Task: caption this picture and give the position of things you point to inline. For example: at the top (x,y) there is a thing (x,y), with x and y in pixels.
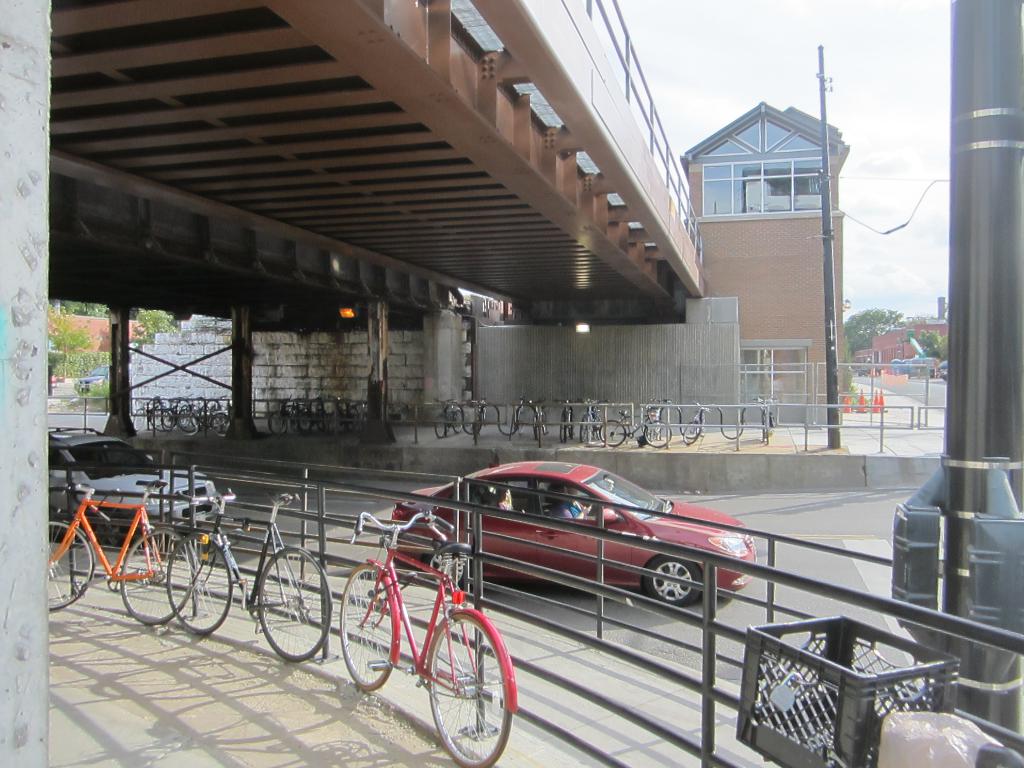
This picture is clicked outside. In the foreground (111,560) we can see the bicycles (191,582) parked on the ground (238,696) and we can see the metal rods (338,466), pillar (972,646) and some objects (882,677). In the center (656,504) we can see a person (562,507) driving a car (517,529) and we can see the bridges (262,294), bicycles (452,424) parked on the ground (717,433), pole (829,355), building (742,269), lights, pillars (386,345) and the safety cones (845,397). On the left (79,378) we can see the cars (90,467) seems to be running on the road (239,488). In the background (713,32) we can see the sky (825,45), buildings (915,323), trees (944,346) and many other objects (873,364).
